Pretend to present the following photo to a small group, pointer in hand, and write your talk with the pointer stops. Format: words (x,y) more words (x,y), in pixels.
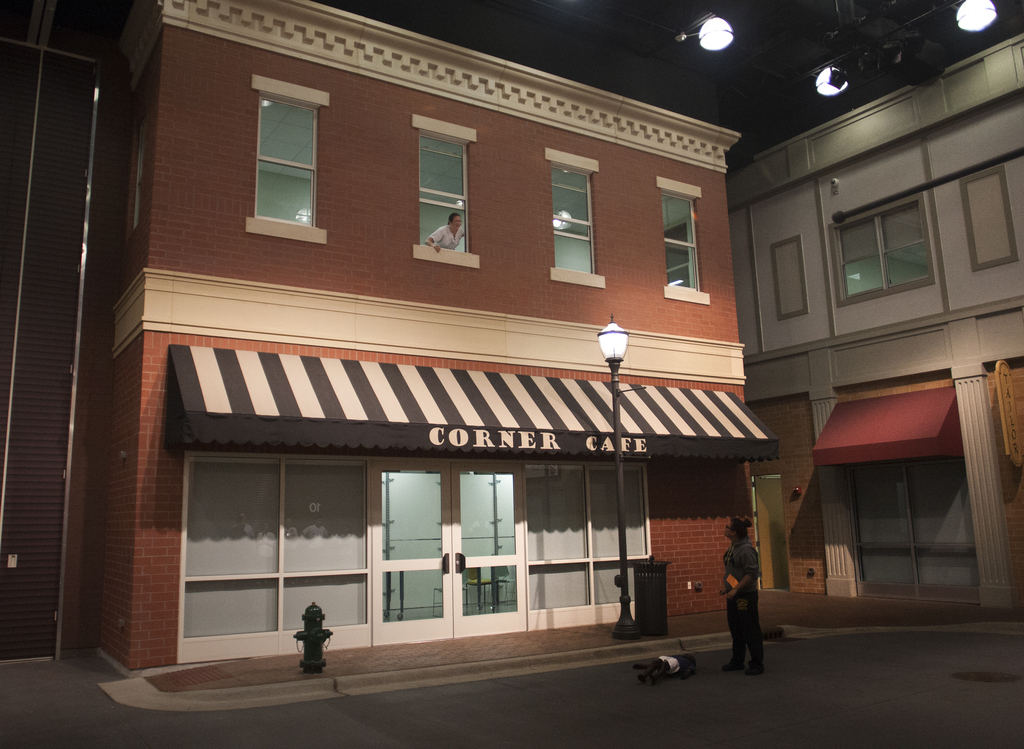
In the picture we can see a building (204,573) with glass windows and on the ground floor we can see a shop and written on its corner cafe and near it, we can see a pole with a light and a person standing near the path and beside the building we can see another building (917,361) with glass windows (893,212) and doors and on the top of it we can see some lights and from the window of the building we can see a person (431,237) looking outside.
